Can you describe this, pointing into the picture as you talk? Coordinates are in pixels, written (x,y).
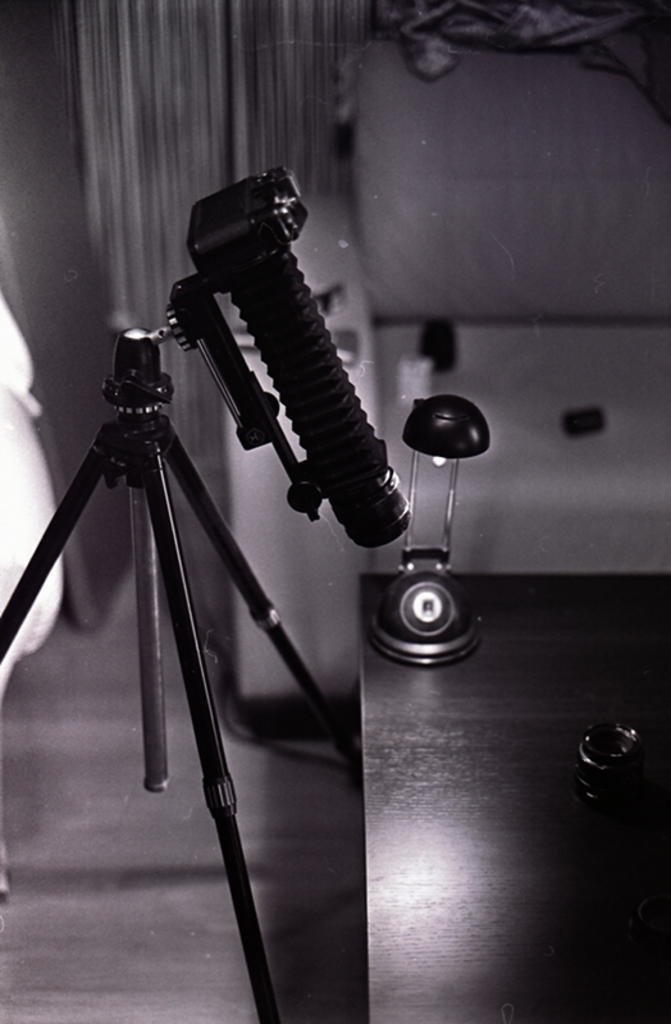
This is black and white image where we can see a tripod stand (134,423) and a camera (252,325). In the right bottom of the image (529,886), there is a table (497,827). On the table (600,808), we can see light (440,639) and one object (597,751). In the background (50,148), there is a wall (40,144).
